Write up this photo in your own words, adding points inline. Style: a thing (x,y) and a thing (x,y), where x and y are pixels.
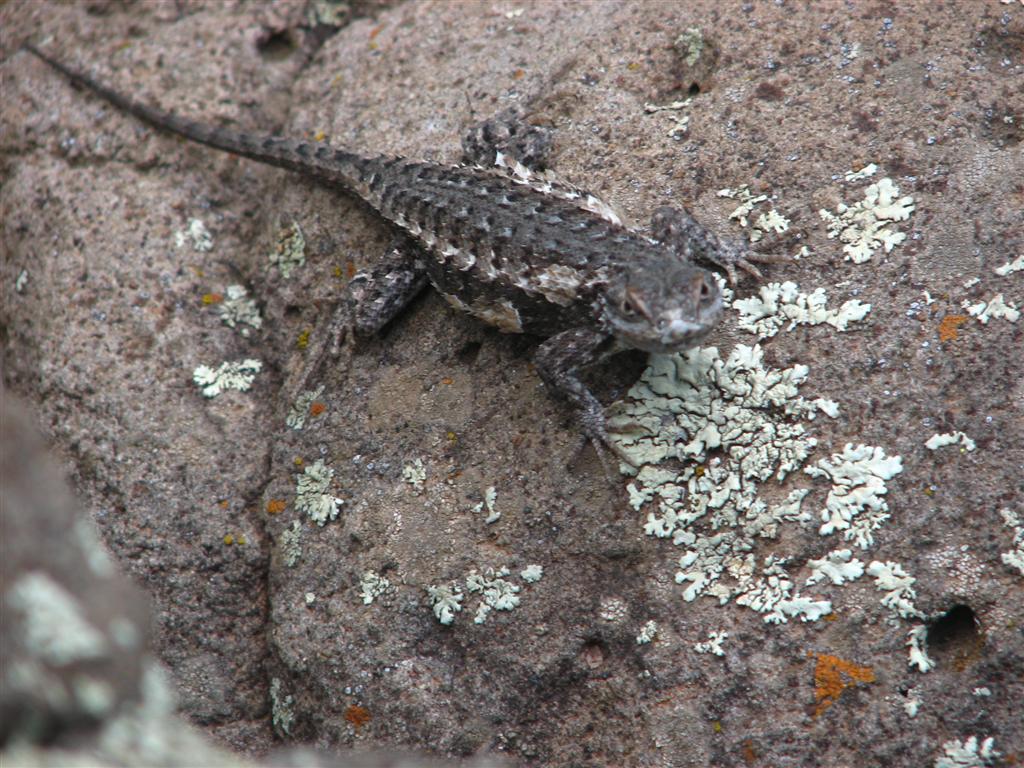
In this picture we can see a lizard (672,239) on a surface (764,378).
